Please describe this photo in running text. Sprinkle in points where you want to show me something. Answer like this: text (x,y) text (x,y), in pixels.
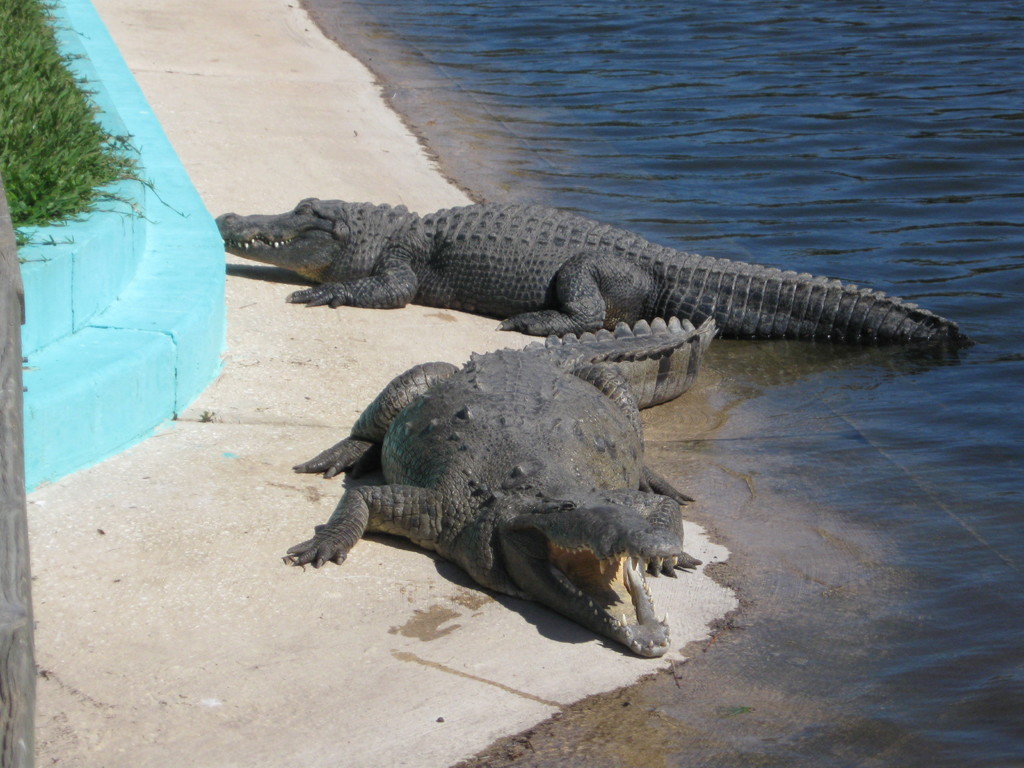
In the center of the image (444,470), we can see crocodiles (472,385) and in the background (130,136), there is water (462,77) and we can see grass (26,203) and a wall (68,385).
